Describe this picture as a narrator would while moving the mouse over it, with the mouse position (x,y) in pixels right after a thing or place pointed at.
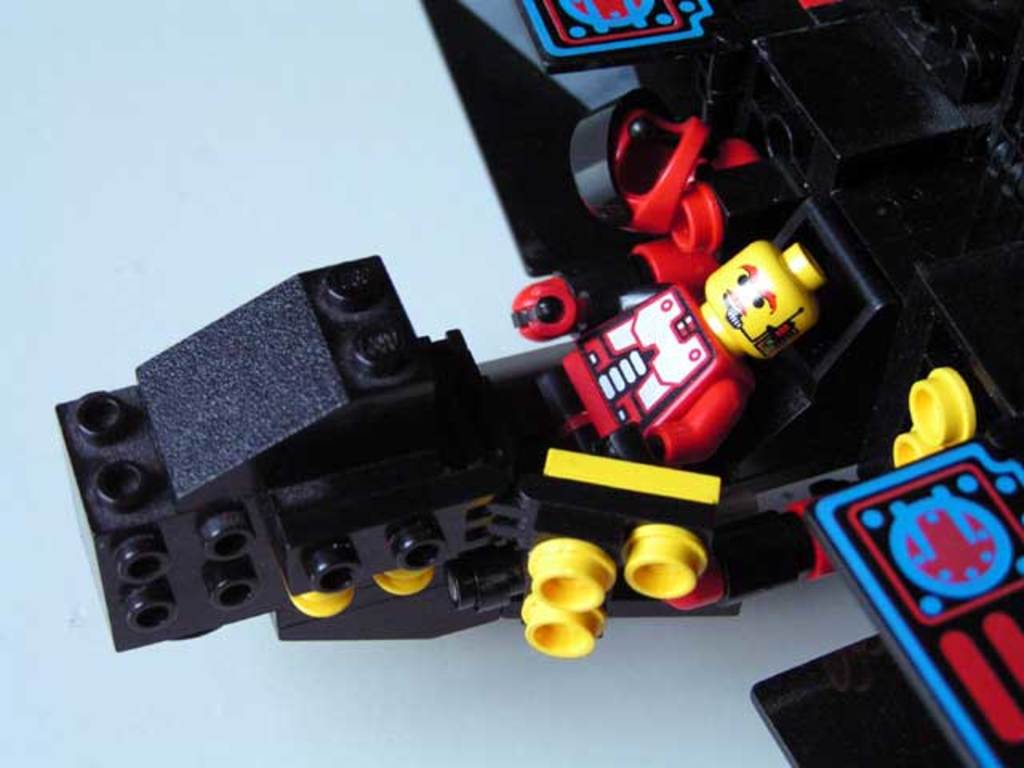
In this image there are some building blocks (958,406) and some toys (570,170) and some objects (800,187), at the bottom (115,705) there might be a floor (81,627).
